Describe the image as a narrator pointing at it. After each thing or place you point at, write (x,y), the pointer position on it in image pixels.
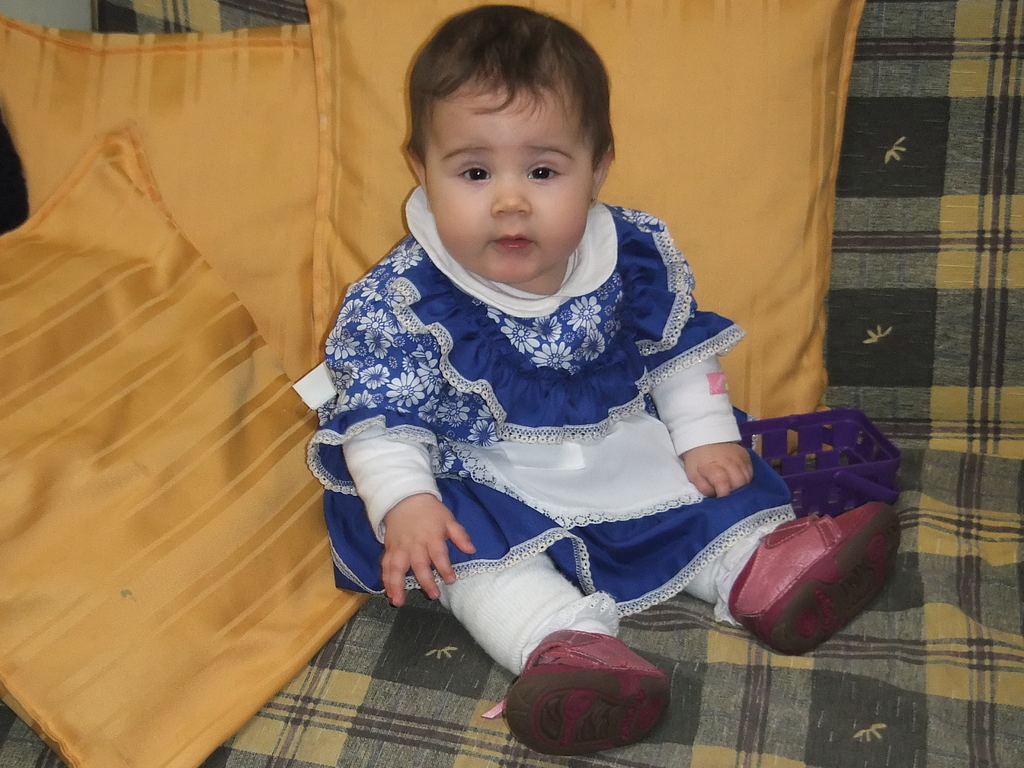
In this picture there is a kid (460,388) with white and blue dress (636,412) is sitting on the sofa (839,716) and there are three yellow color pillows (692,188) on the sofa (994,365).
